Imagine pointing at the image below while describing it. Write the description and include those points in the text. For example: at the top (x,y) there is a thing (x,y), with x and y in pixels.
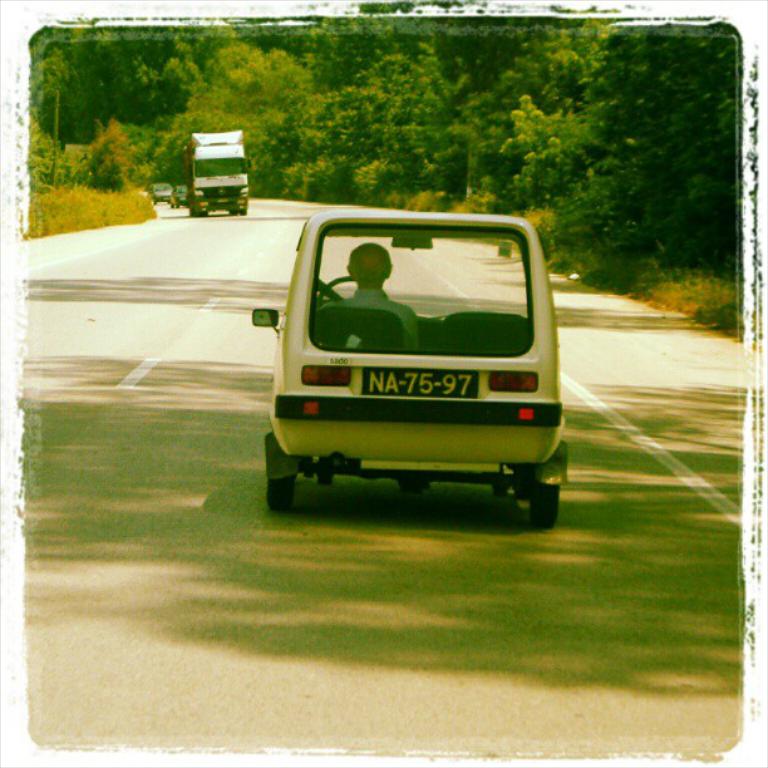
As we can see in the image there are cars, truck (195,173), grass (52,199) and trees (377,106).
